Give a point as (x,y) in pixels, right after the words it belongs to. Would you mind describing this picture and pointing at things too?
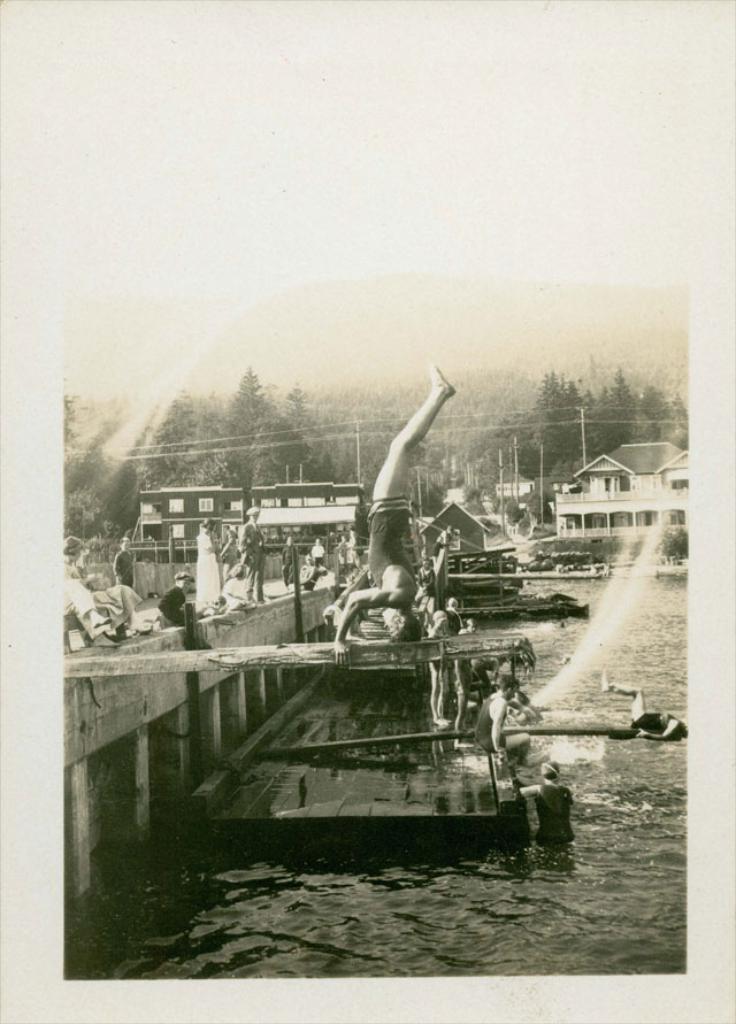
This is a black and white image, in this image at the bottom (243,908) there is a sea (322,873), and in the sea (233,899) there is some object (382,695) and there are a group of people (401,569) and there is a bridge (93,721). In the background (164,525) there are houses (654,484), poles (516,492), trees (313,478) and wires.
